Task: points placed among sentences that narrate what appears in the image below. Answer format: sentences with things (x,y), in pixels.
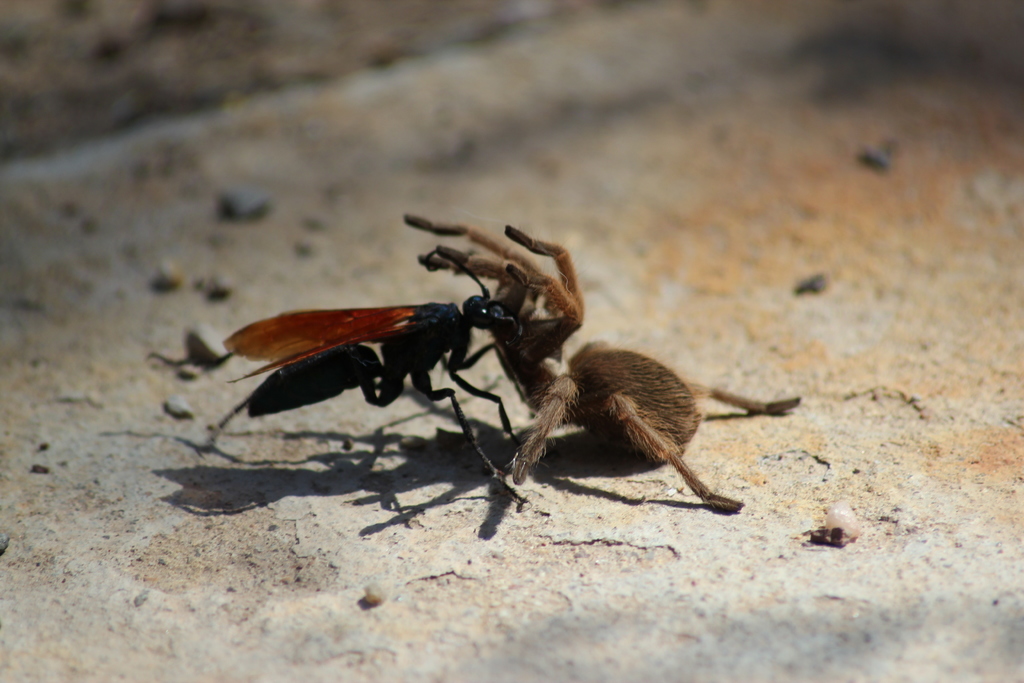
In this image we can see a wasp (376,315) and a spider (538,366). In the background of the image (709,371) there is the ground (828,281).
